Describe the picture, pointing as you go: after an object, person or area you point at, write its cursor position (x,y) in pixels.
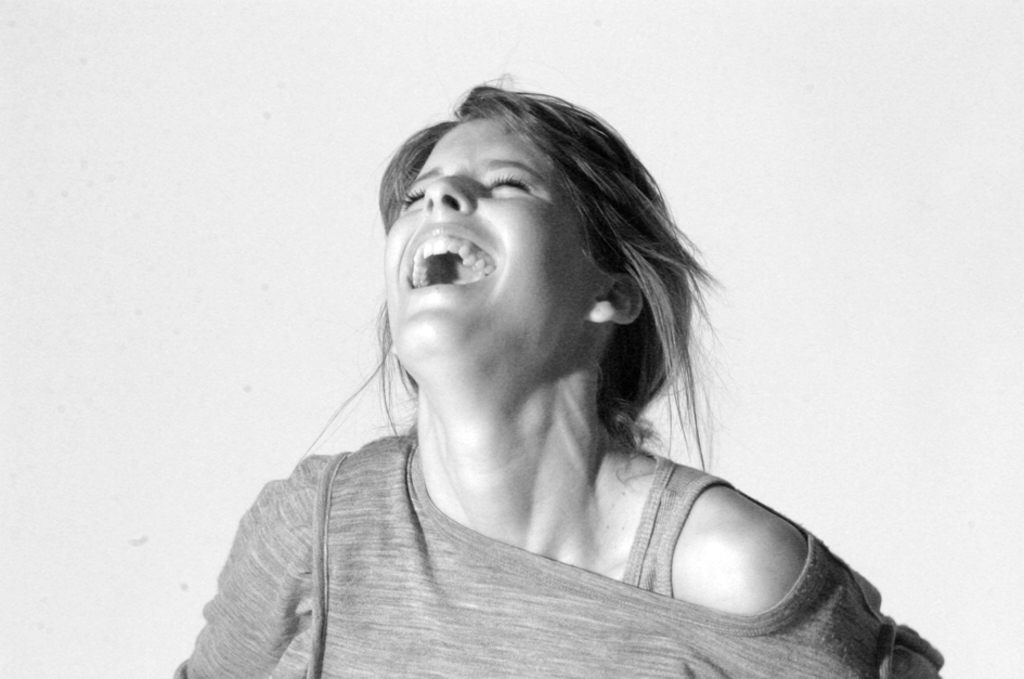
This is a black and white pic and we can see a woman (533,301) is smiling.
